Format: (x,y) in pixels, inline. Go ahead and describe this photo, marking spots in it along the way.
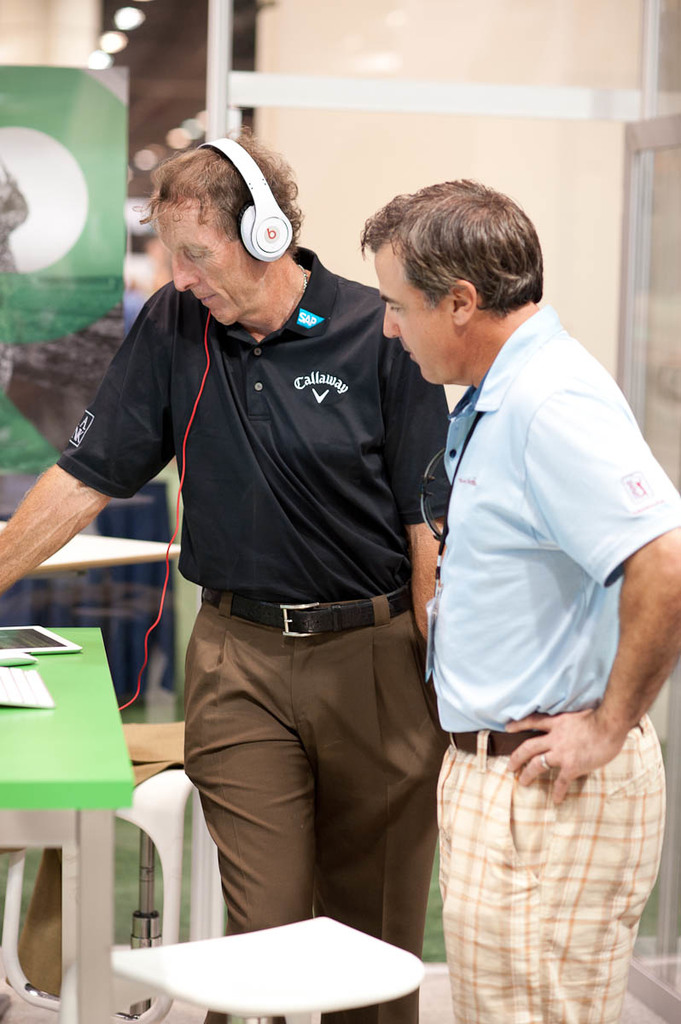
In this image there are two men (229,556) in which one of them is listening to the music by keeping the head phones (267,228) while the other is standing and looking at the table (23,714). On the table (89,721) there is tab (48,635) and keyboard (23,683). In front of them there is a stool (239,962).
